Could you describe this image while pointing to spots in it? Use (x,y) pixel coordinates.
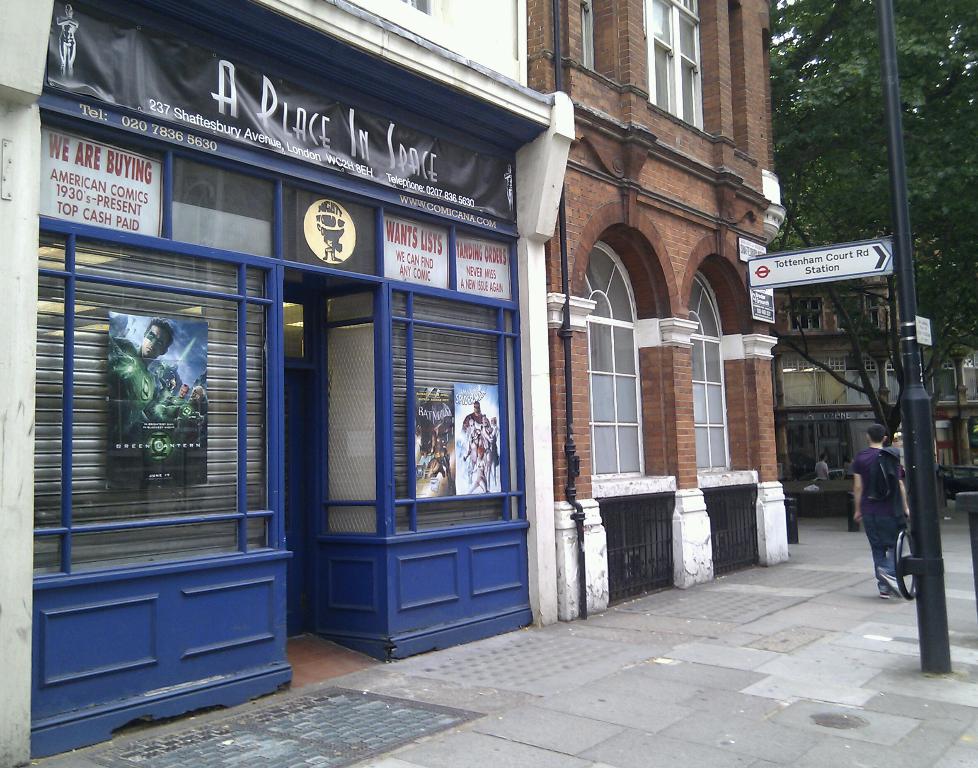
In this image I can see the ground (815,680), few persons (866,521) standing on the ground (802,684), a black colored pole (899,297), few boards (867,272) attached to the pole (912,357), few buildings (742,231) which are brown, white and blue in color, few windows (204,498) of the buildings (98,385) and few banners (269,106) to the buildings (358,370). I can see few posters (467,424) to the building (372,244) and in the background (920,301) I can see another building (848,337) and a tree (902,104) which is green in color.
